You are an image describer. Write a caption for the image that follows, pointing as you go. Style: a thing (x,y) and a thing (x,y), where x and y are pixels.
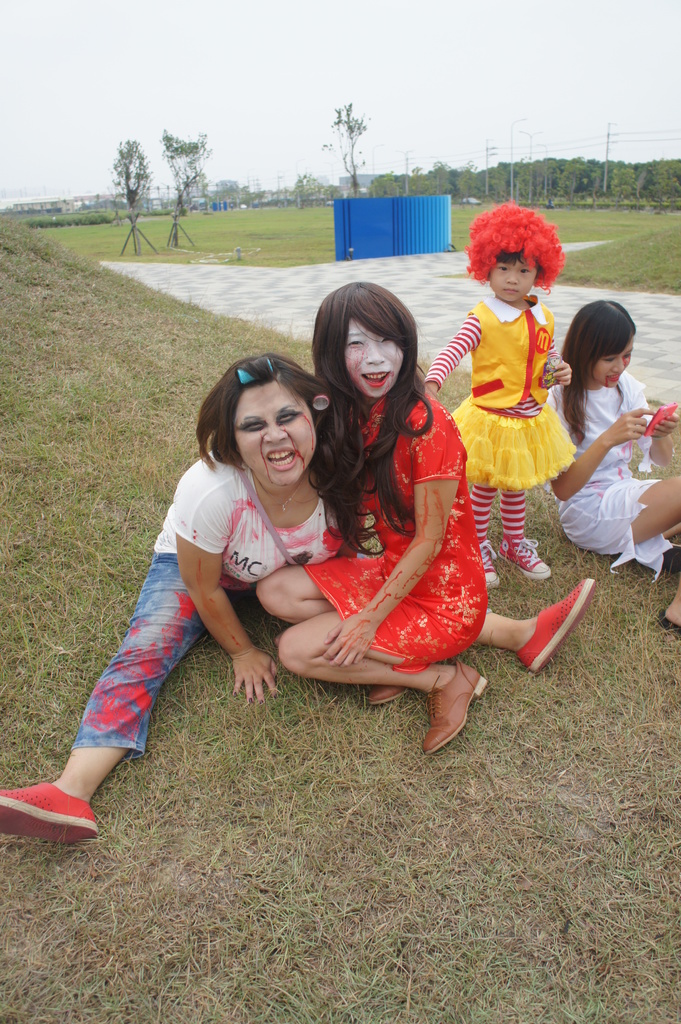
In this image in the foreground (292,461) there are two women (358,458) sitting, beside them there is a girl (500,457) standing, on the right side (556,391) there is a woman (633,389) holding an object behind them there are some trees (674,169), poles (512,194), blue color fence (364,256), road (285,301), at the top (120,0) there is the sky (106,85).
